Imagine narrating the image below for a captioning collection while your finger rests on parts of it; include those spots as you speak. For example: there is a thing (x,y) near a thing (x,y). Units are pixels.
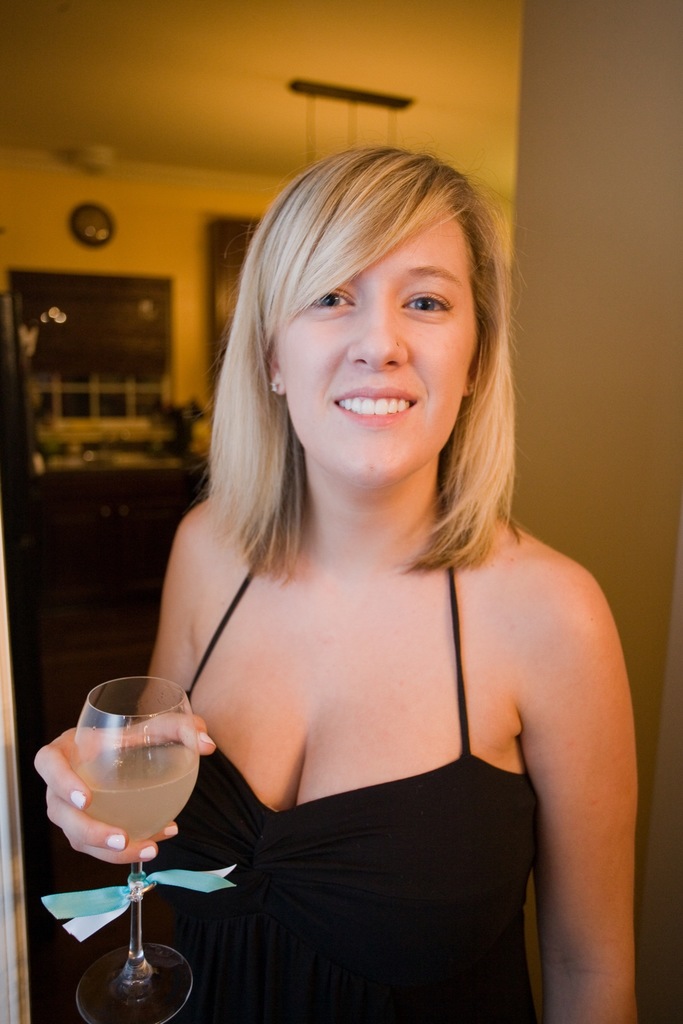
In this image there is women (287,522) she is holding a glass (140,786), she is wearing a black color top (406,890) and in the background (40,188) there is a wall (77,187) which is in yellow color and there is a clock (89,228) on the wall (67,247).
